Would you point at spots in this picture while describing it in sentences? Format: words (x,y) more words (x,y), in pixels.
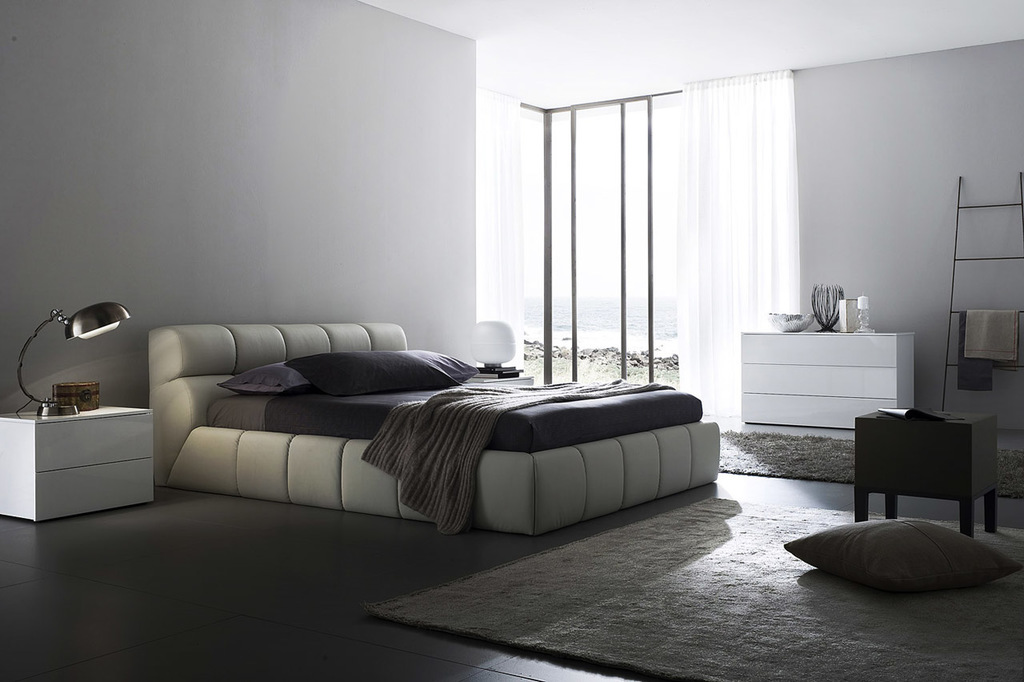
It is a bedroom (360,452) there is a bed (555,417) and on the bed (299,354) there are two pillows (395,382) and a bed sheet (336,408), next to the bed (179,399) there is a stool (515,382) and there is a lamp (480,341) on the stool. In the left side (44,415) there is a bed lamp (120,310), in the background (953,345) there is a wall (926,256) and in front of the wall (927,239) there is a wardrobe (814,347) and some objects (822,320) are kept on the wardrobe (904,341). Beside that there is a ladder (965,373) and in the left side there is a window (663,238) in front of the window (604,263) there are two white color curtains (732,354).
